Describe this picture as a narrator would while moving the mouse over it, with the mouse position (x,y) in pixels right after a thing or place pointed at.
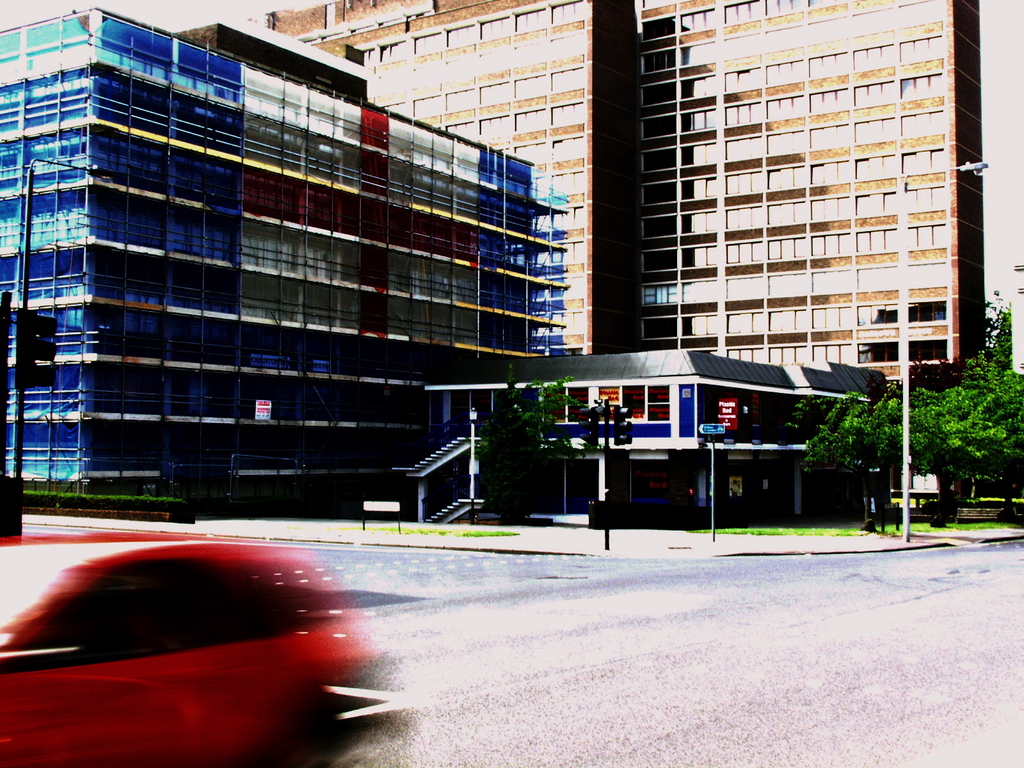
At the bottom of this image (109,640) I can see a red color car (195,682) on the road (569,703). In the background (613,179) there are some buildings (899,332) and trees (920,396). Beside the road (541,616) I can see a traffic signal pole (607,471) and a street light (905,356).
